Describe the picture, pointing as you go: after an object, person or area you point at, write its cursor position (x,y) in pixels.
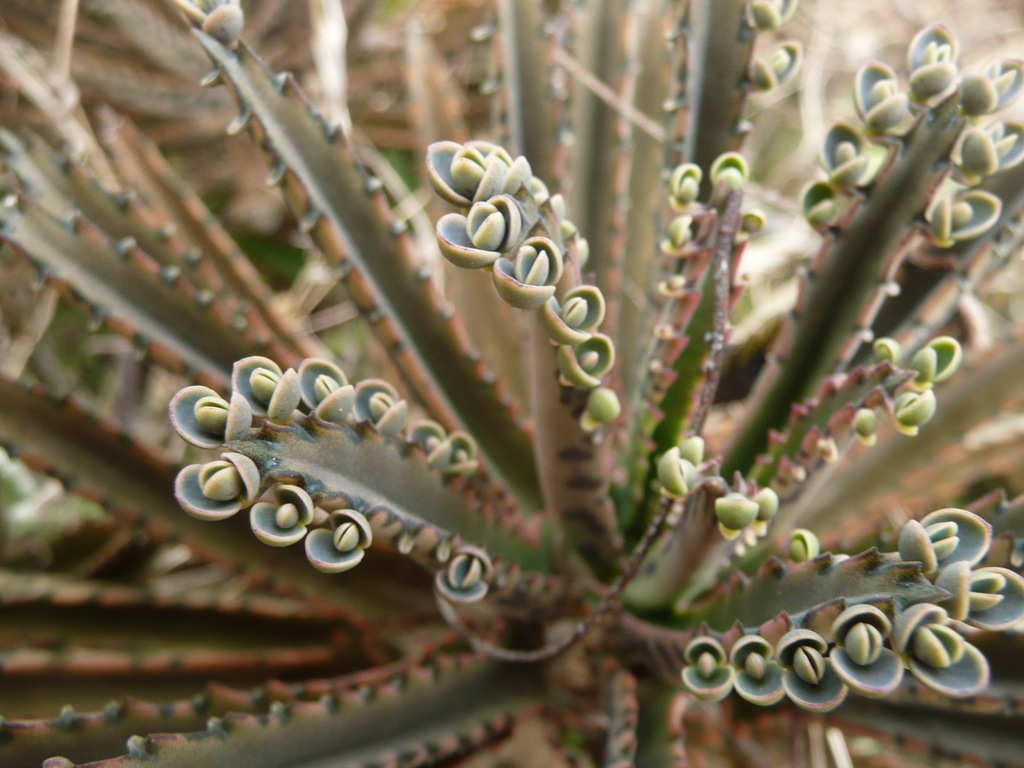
In the center of the image (640,350), we can see a plant (569,445) along with buds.
